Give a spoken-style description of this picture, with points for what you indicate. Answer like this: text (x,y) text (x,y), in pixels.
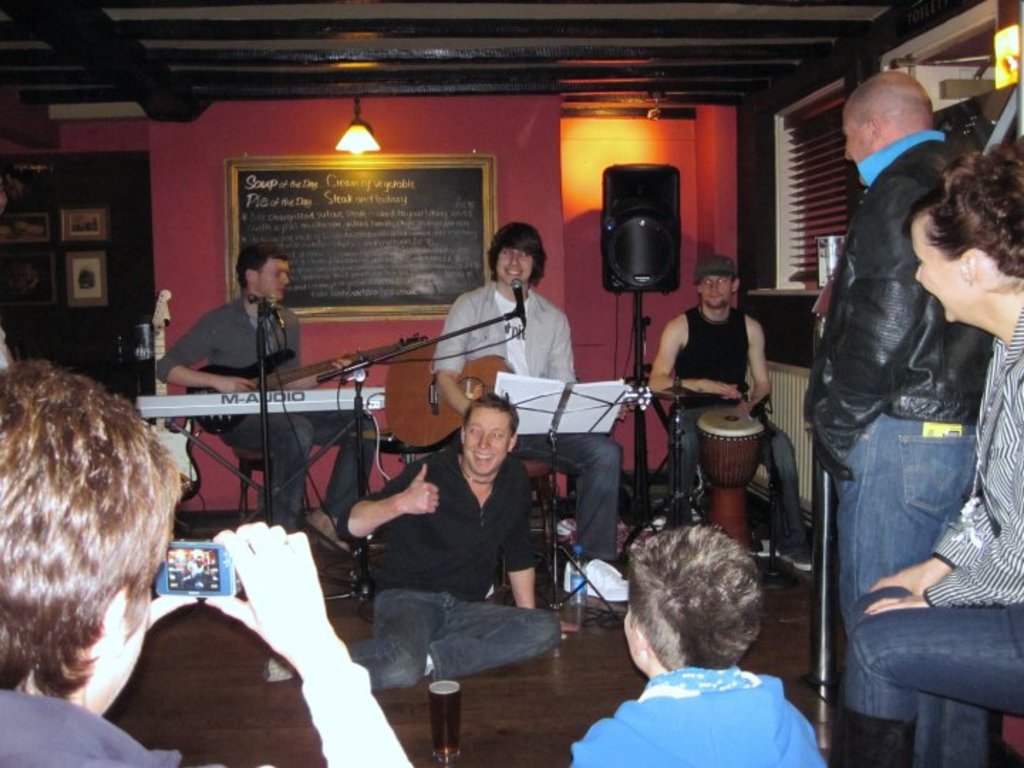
Three men (291,317) are performing in a live music and a man (466,481) is posing to camera (209,575).
